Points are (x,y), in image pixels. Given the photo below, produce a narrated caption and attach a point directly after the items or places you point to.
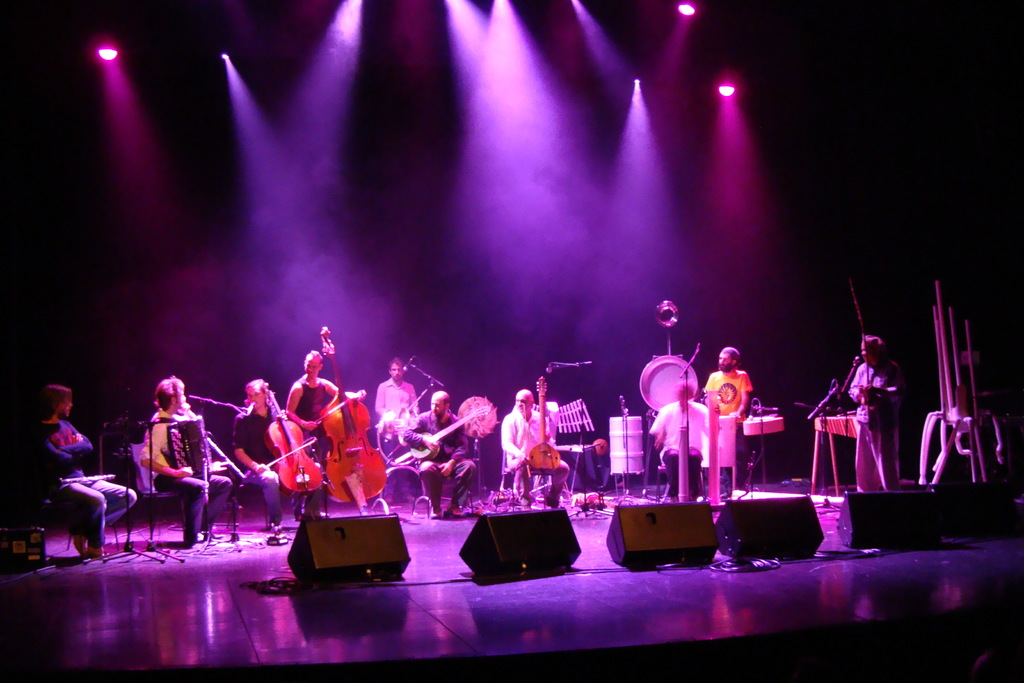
In this picture we can see the platform (393,499) and few objects (628,520). We can see the lights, microphones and people (702,460) playing musical instruments (727,453). On the left side of the picture (52,401) we can see a person (69,394) is sitting.
